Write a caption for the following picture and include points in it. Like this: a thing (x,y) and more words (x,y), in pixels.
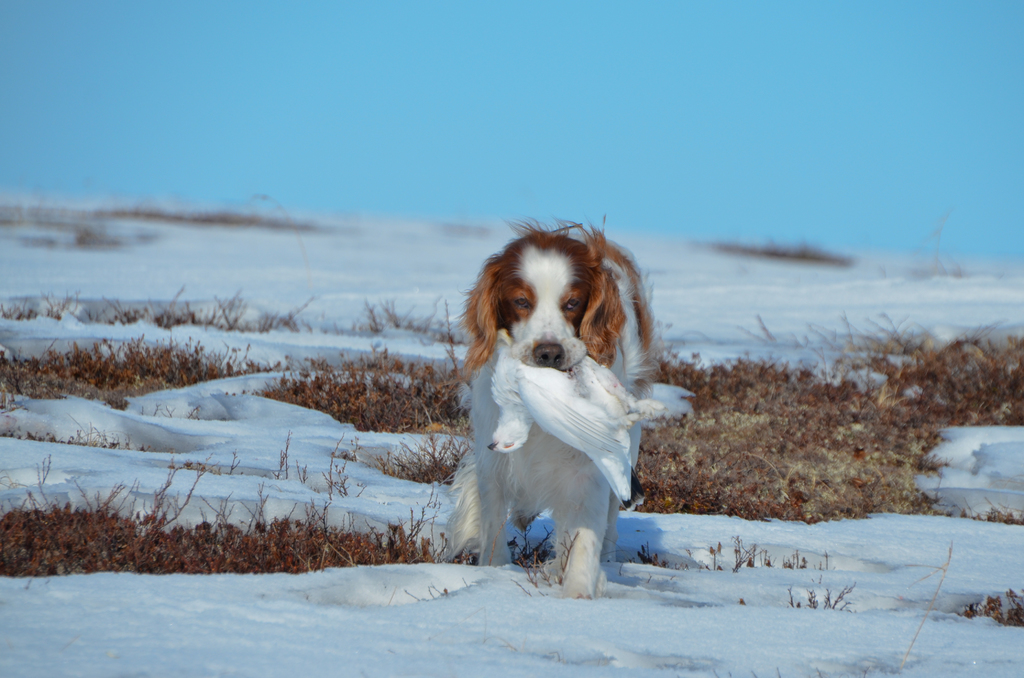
In this image I see a dog (526,277) which is of white and brown in color and I see that it is holding a bird (601,441) in its mouth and I see the snow (62,400) and I see the grass (44,373) and I see that it is blue color in the background (496,94).
